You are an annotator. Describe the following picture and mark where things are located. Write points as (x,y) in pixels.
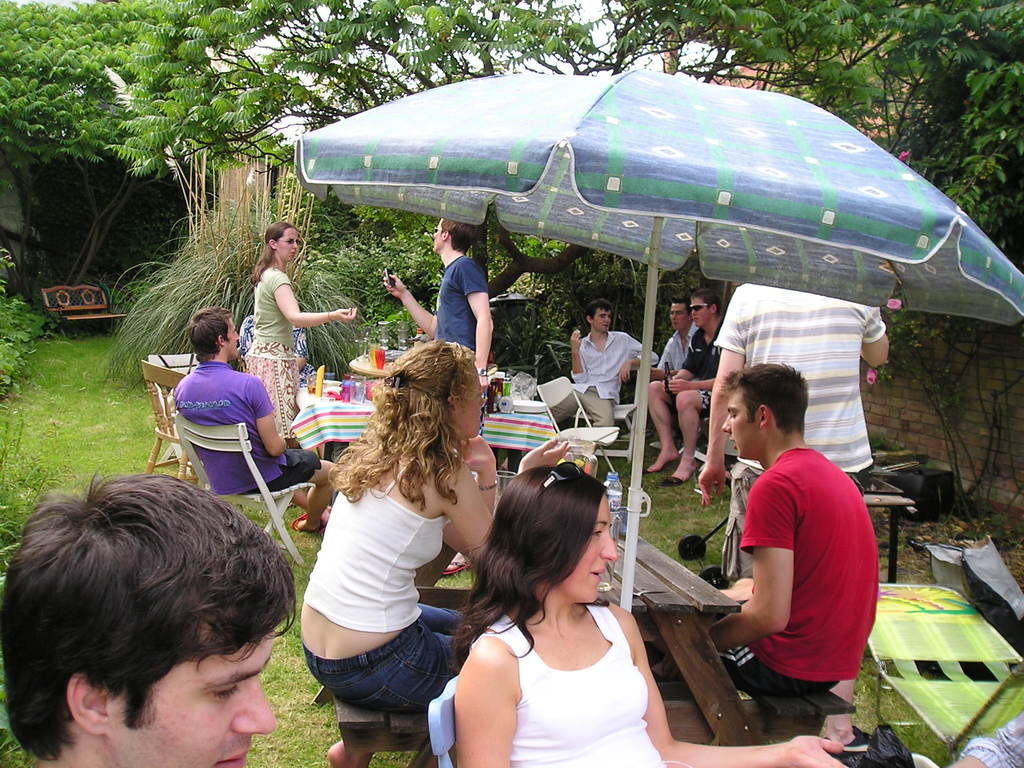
In this image there are many people (809,404). Few are sitting on chairs (450,695) and benches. In the middle (372,370) there are tables (515,413). On the tables (498,415) there are glasses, food (330,397), plates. Here there is an umbrella (636,121). In the background (312,31) there are trees (796,65).
